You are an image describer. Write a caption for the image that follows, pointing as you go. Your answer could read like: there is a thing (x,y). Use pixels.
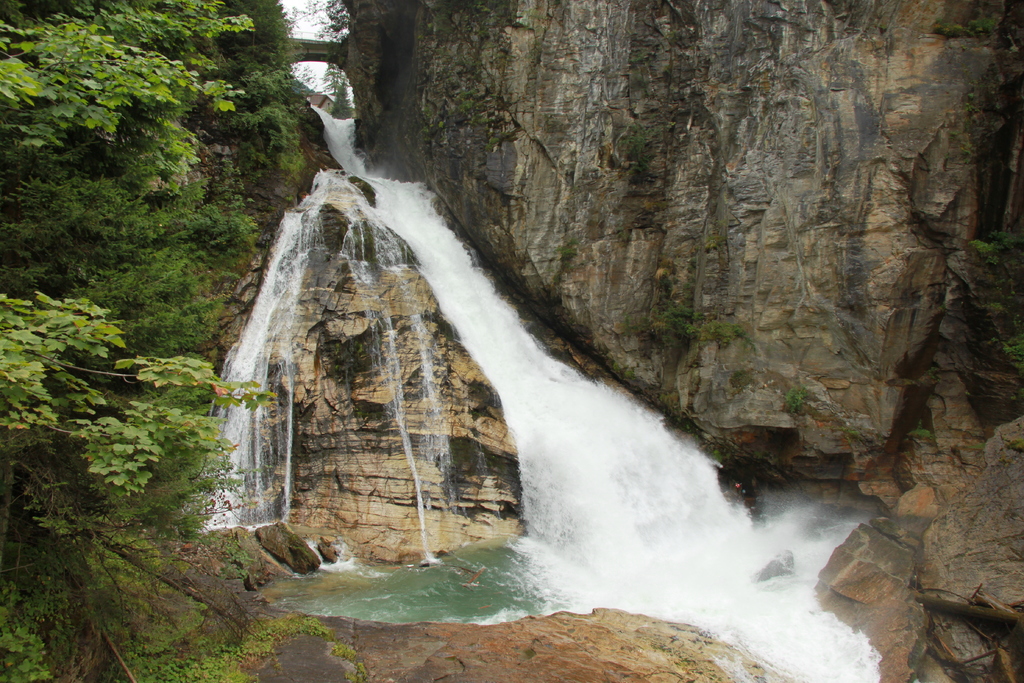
In this image in the front (54,268) on the left side (40,323) there are trees (68,378). In the center (364,245) there is a waterfall (378,185) and in the background (318,151) there are rocks (368,88).
